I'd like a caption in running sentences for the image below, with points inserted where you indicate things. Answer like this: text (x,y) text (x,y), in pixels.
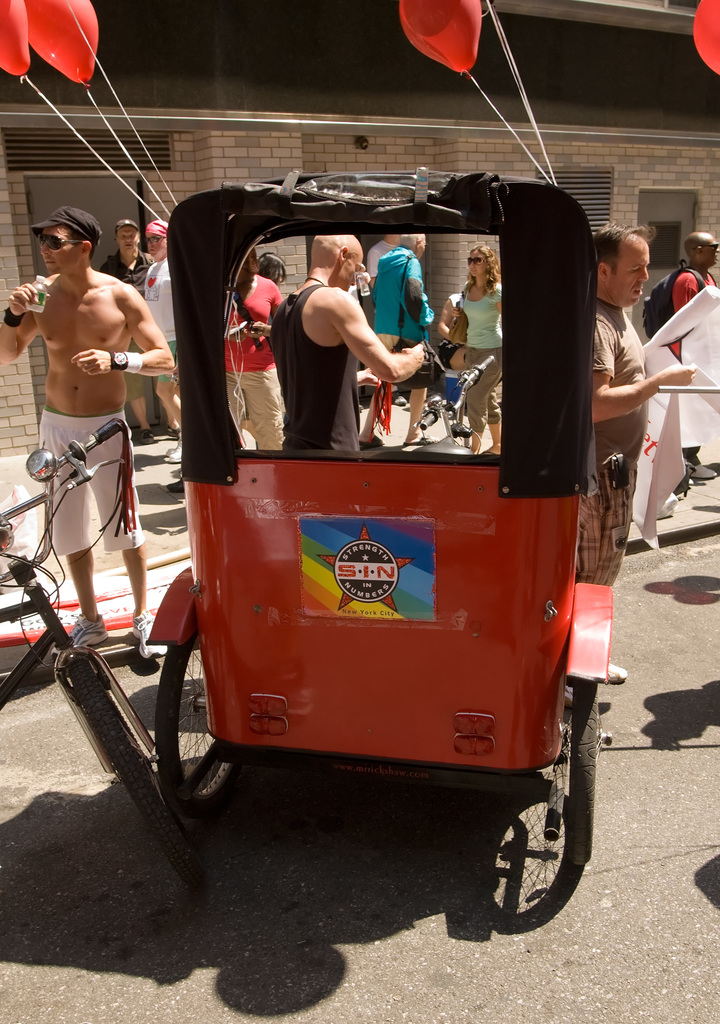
In this picture we can see a rickshaw (342,659) and a bicycle (37,607) on the path (23,788) and the balloons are tied to the rickshaw (391,509). In front of the rickshaw (307,456) there are some people (479,385) standing and a man (85,337) is holding a bottle (37,303) and the other man (607,433) is holding a banner (673,337). Behind the people (61,330) there is a wall (370,149).
